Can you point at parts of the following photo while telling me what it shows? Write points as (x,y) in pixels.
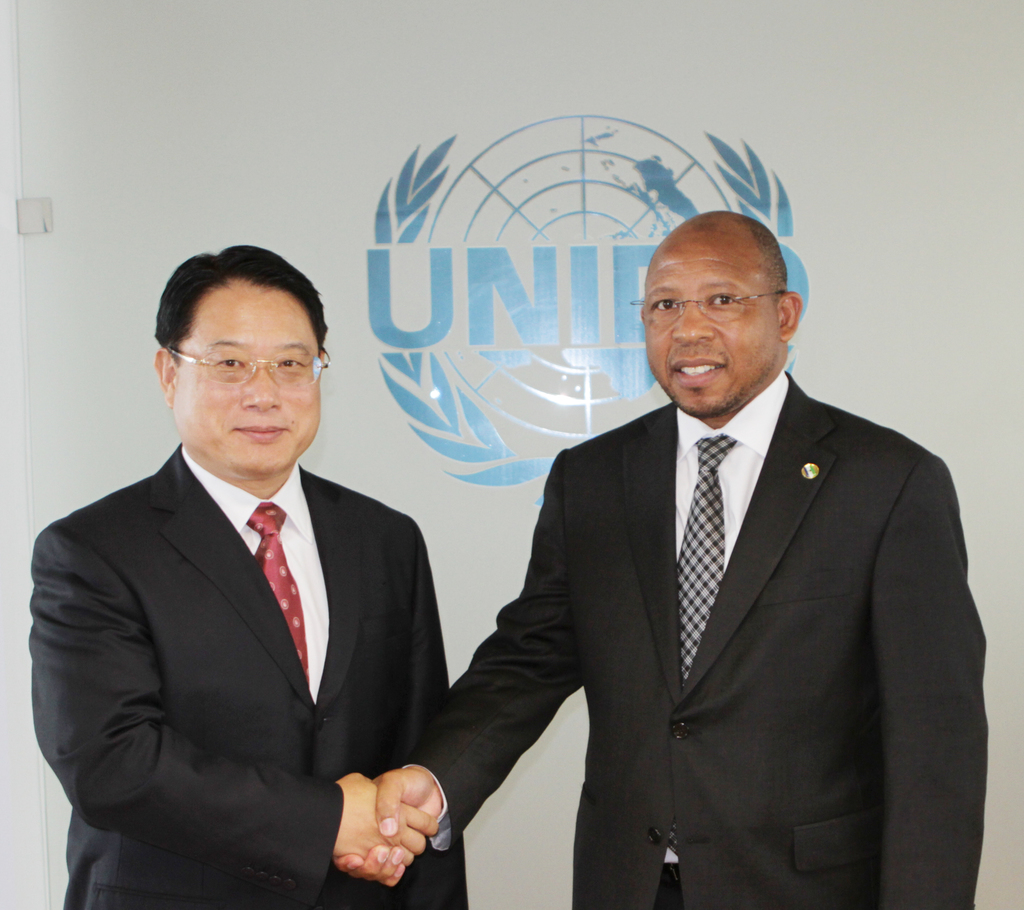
In this picture there are two men (298,560) standing and smiling and shaking hands (432,794) each other. In the background of the image (150,216) we can see logo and text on the white surface (334,167).
